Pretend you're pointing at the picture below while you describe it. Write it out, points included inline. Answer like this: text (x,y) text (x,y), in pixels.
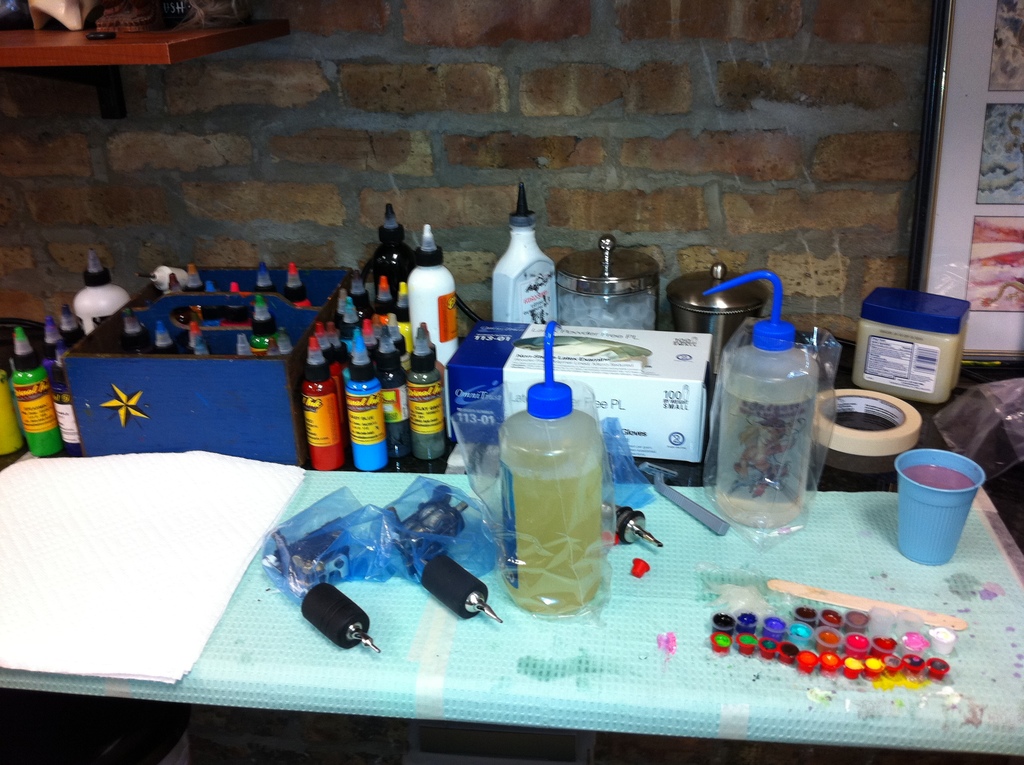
There is a table (615,623) and a sheet (819,693) is on the table (559,680). On the table (519,636) there is a bottle (564,481), some colors (823,616) then a tumbler (930,507) and a plastic (812,439) is there and also some papers (155,567) are kept on the table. Behind this there are many bottles (357,408) one box (228,391) and a masking tape (862,439). And in the background (71,229) there is a brick wall (362,123).
